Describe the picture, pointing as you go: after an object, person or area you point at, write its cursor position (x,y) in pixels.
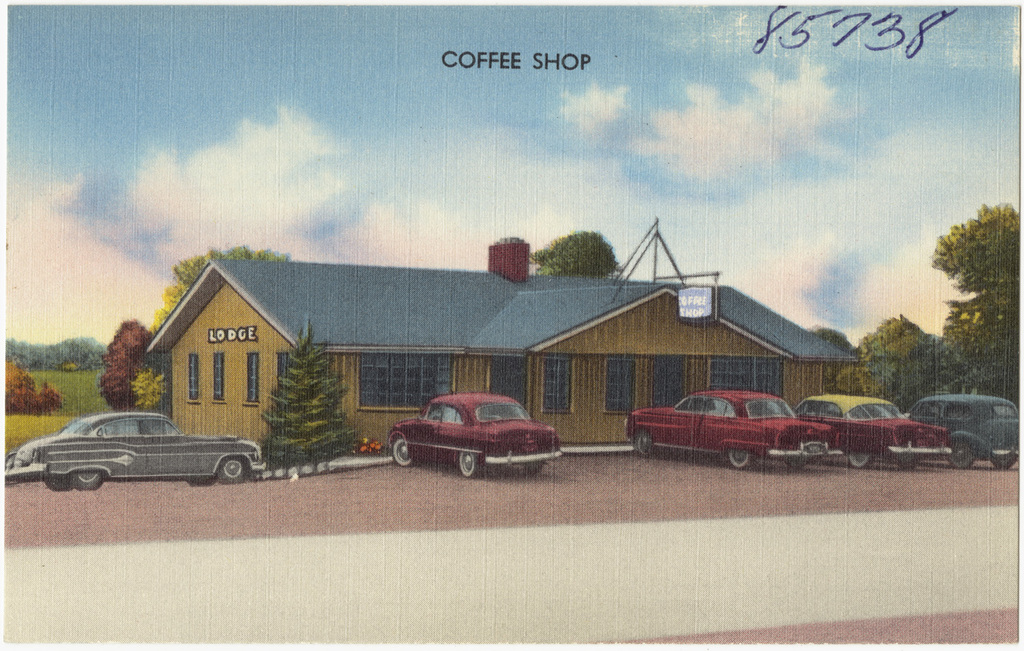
In this image there is a painting (626,301). In the painting (476,330) we can see that there is a house (493,325) in the middle (560,310). In front of the house (503,324) there are so many cars (509,436) which are parked on the floor (648,453). In the background (117,358) there are trees (1001,274). At the top (357,132) there is the sky (332,126).
